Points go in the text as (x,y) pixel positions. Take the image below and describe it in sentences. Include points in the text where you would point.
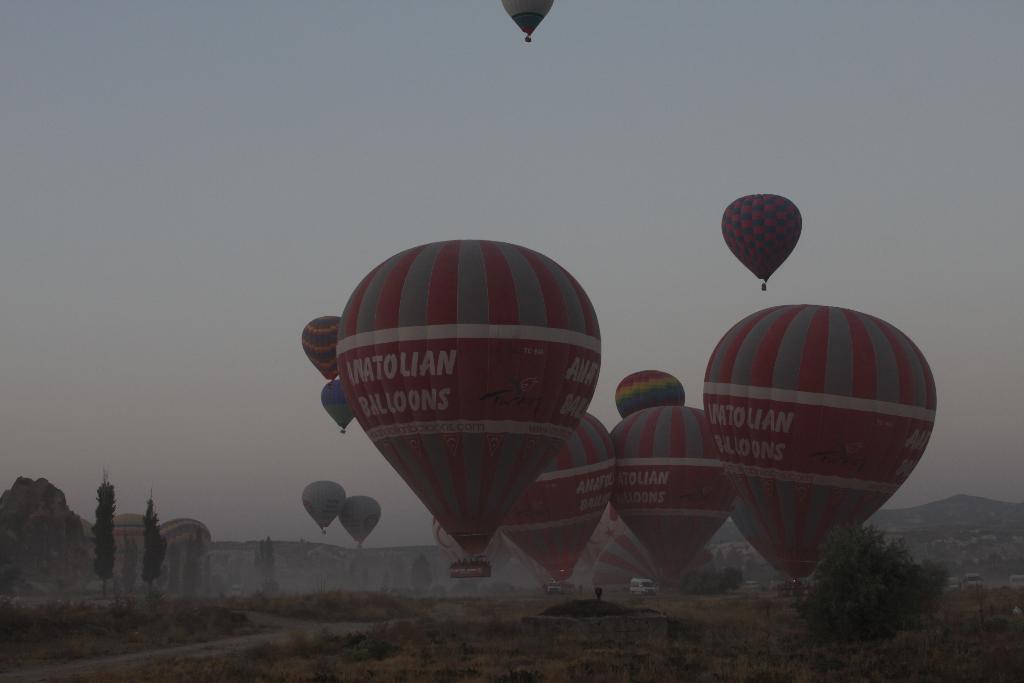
In the image we can see some hot air balloons (779,398). Behind the balloons (440,381) there are some trees (155,533) and vehicles (636,590). At the top of the image (584,19) there is sky (931,71).
